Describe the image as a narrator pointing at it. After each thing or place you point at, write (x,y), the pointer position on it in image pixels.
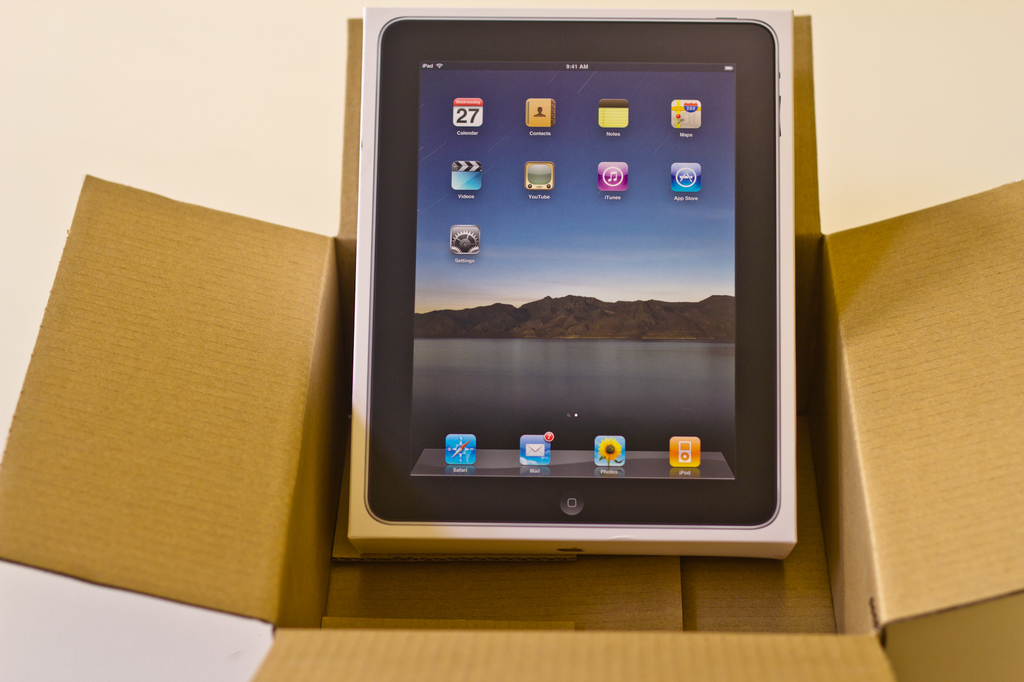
In this image, we can see a box (455,374) in another box (723,600).
